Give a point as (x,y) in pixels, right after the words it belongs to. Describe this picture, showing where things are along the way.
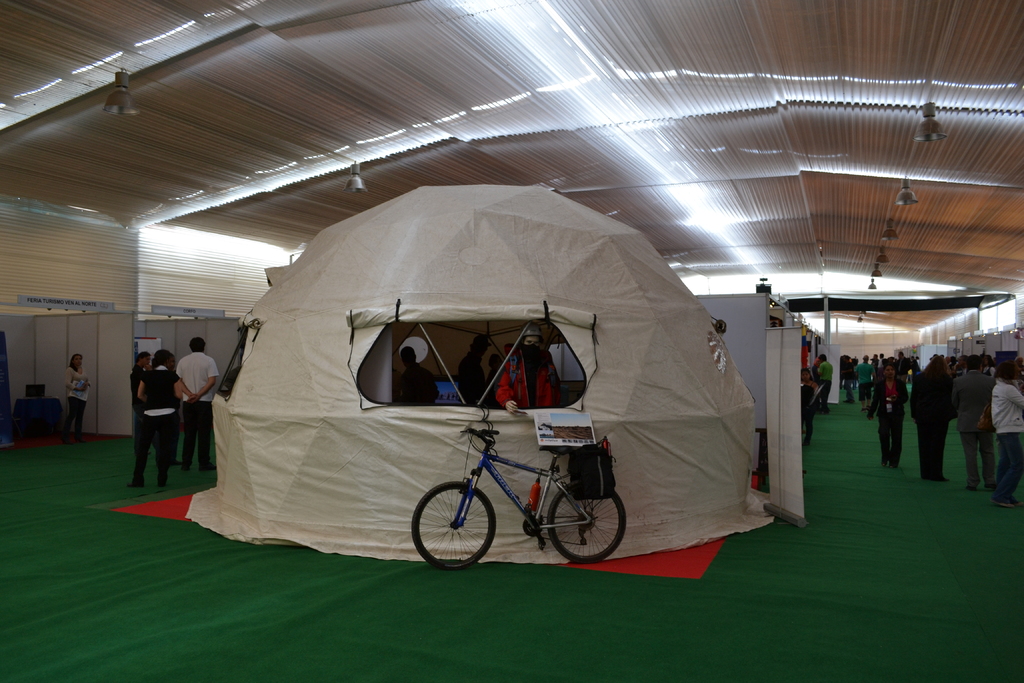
This picture might be taken inside an exhibition hall (844,555). In this image, in the middle (532,422), we can see a bicycle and a tent house (564,372), in the tent house (561,349), we can see a group of people (505,395). On the right side (982,445), we can see a few people (896,382) are walking and few people (939,400) are standing. On the left side (159,382), we can also see a group of people (200,430). In the background (88,418), we can see a hoarding (776,371) and few stalls (776,307). On the top (581,126), we can see a roof (745,55) with few lights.
